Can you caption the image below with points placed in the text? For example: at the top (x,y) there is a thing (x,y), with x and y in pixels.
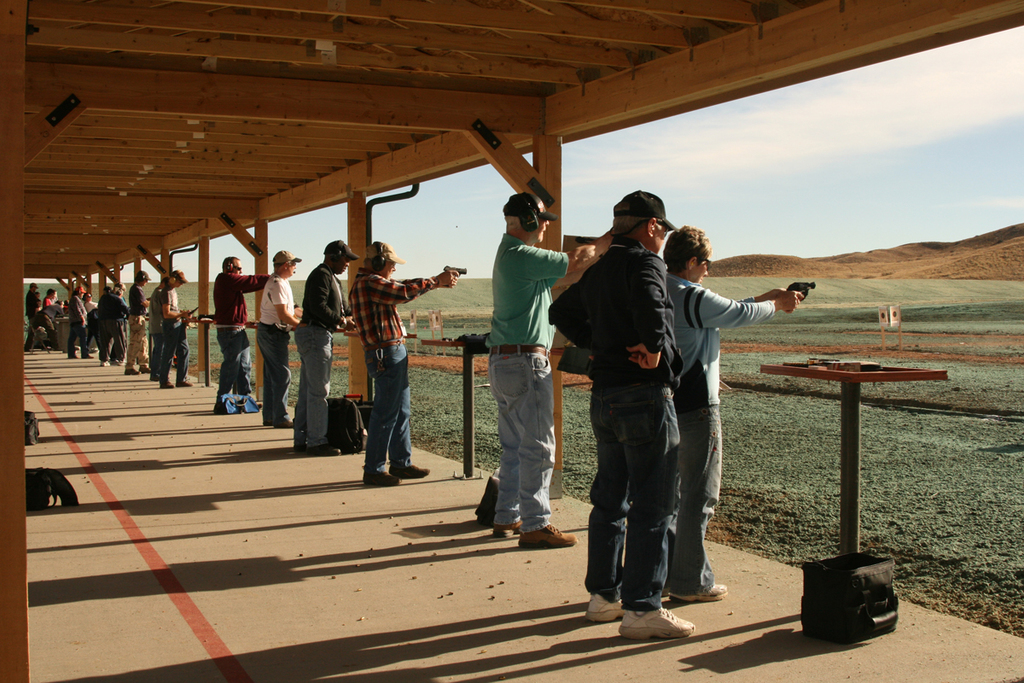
Here I can see few people (372,346) are standing under the shed (370,79), holding guns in the hands (775,300) and facing towards the right side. On the right side (902,270) there is a hill (985,248) and I can see the grass (949,472) on the ground (941,530). At the top of the image (903,109) I can see the sky (766,120). Along with the persons (694,417) I can see few bags (343,434) on the floor (299,524).
